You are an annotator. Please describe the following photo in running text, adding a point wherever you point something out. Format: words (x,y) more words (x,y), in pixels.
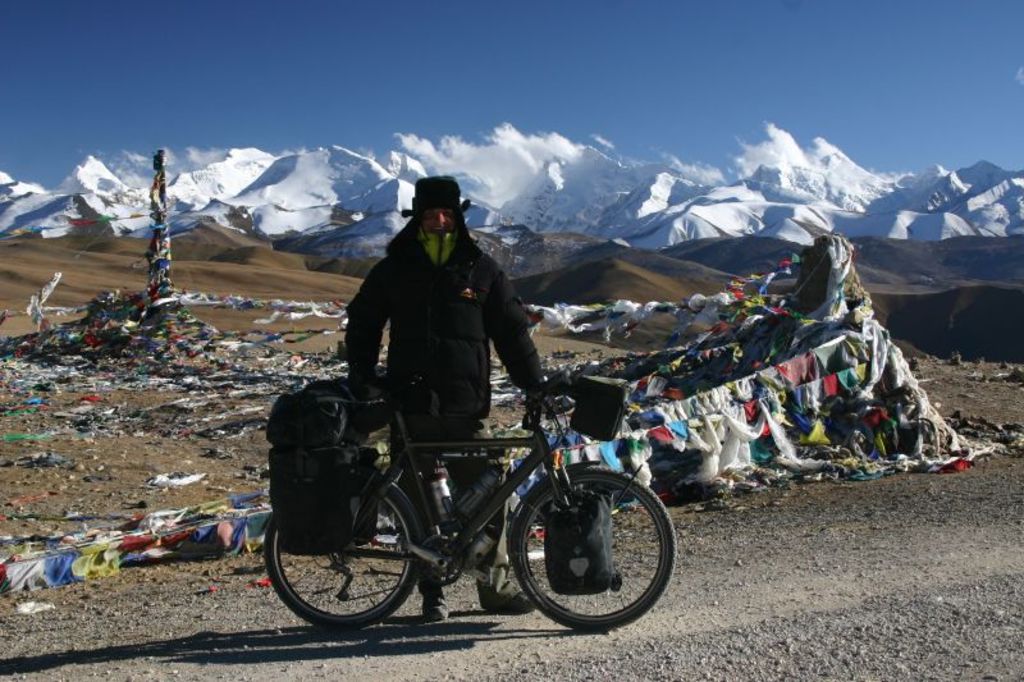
This image is taken outdoors. At the bottom of the image (678,566) there is a ground (374,638). At the top of the image (301,64) there is a sky (815,95). In the background (210,240) there are a few hills (132,201) covered with snow (516,217). In the middle of the image (611,424) there is a bike (441,445) with luggage (336,501) and a man (484,371) is standing on the ground (68,503). There are many clothes (150,224) tied to a rope (625,320) and a few are on the ground (972,493).
